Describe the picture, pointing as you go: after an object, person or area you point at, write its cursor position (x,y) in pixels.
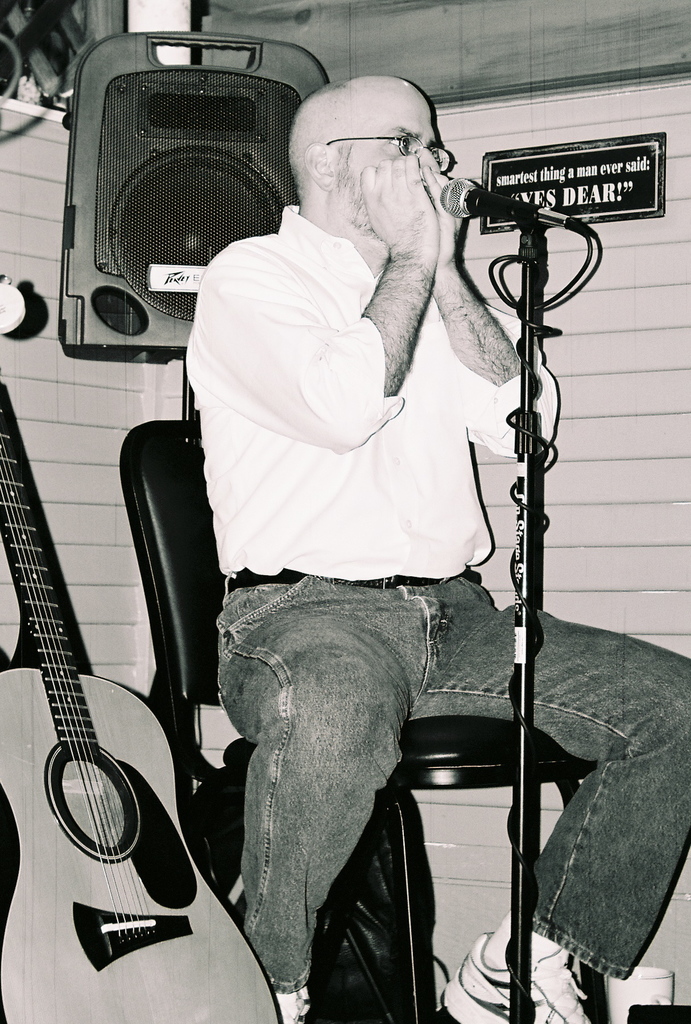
This picture shows a man (330,502) sitting in the chair (437,733), playing a harmonica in front of a mic (508,203) and a stand (527,311). There is a speaker (179,184) behind him. He is wearing spectacles (412,150). In the background (586,360) there is a wall (596,459). Beside him, there is a guitar (109,690).
